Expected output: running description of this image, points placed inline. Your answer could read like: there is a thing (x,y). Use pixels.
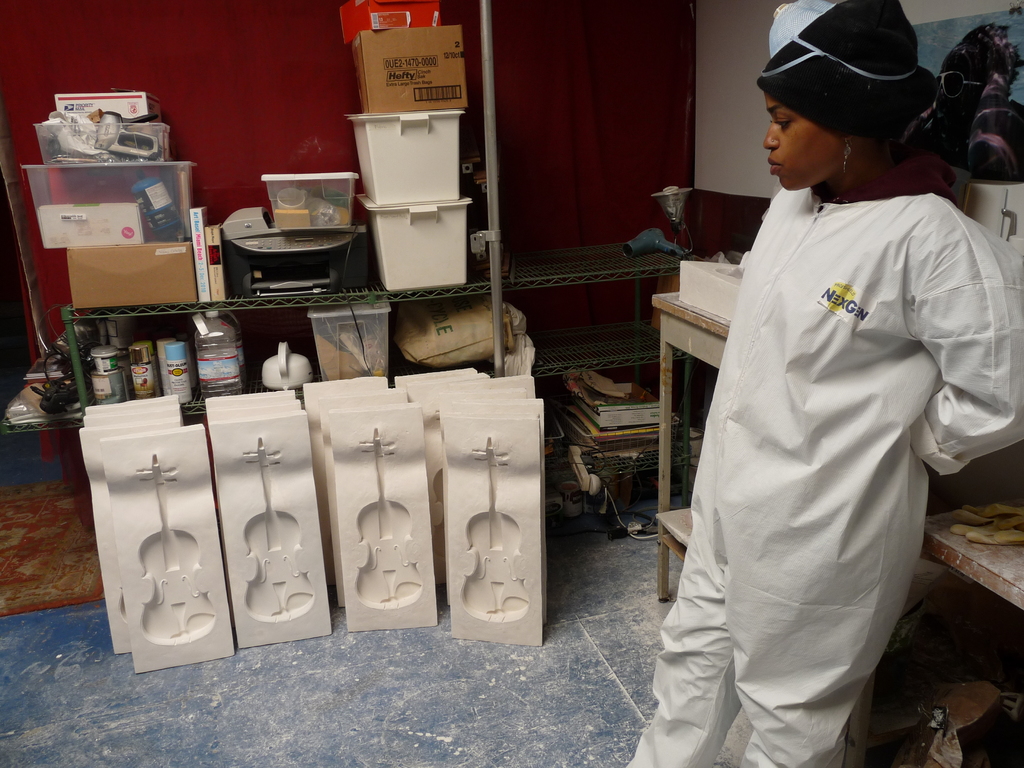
This is the picture of a room (781,339). On the right side of the image (795,438) there is a woman (858,493) standing at the table (1012,546) and there are objects (728,291) on the table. On the left side of the image (87,274) there are boxes (377,183), cardboard boxes (89,305), bottles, objects (322,286) and shelf (421,292). There are violin sculptures (469,501). At the back (582,203) there is a wall (724,175). At the bottom (609,600) there is a floor (581,700).
